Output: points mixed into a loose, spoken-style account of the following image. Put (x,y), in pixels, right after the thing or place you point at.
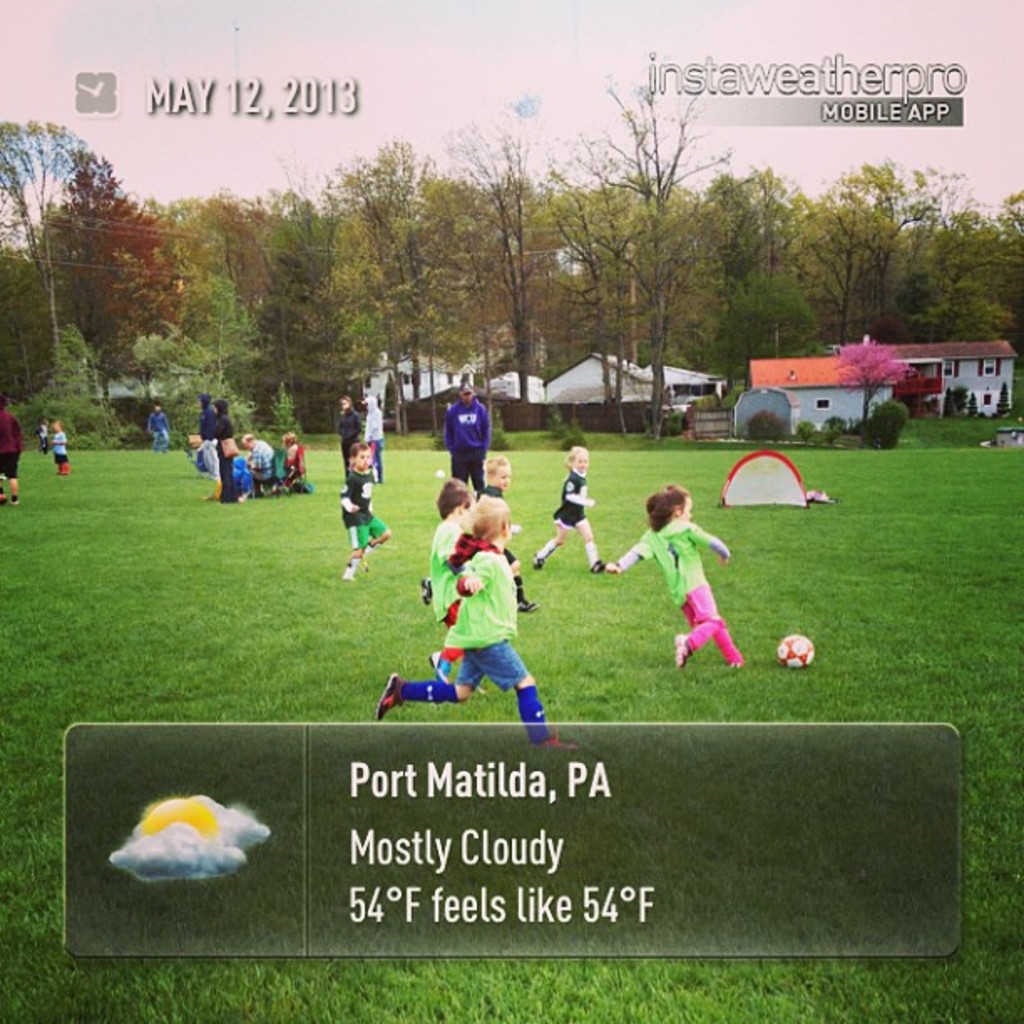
In this image there are kids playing a football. Behind them there a few other people (4,479). At the bottom of the image (284,684) there is grass (14,681) on the surface (622,668). In the background of the image (795,385) there are buildings (798,403), plants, trees (519,267) and sky (675,113). There is some text (887,109) and logo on the image.
